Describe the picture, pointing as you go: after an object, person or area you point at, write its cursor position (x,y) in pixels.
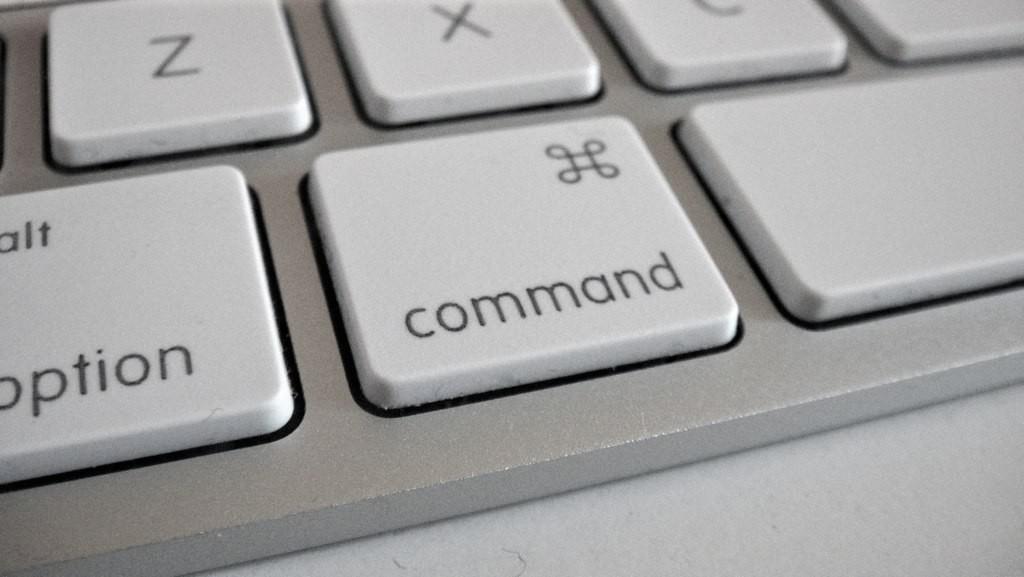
In this image we can see some keys (381,52) on a keyboard (424,270).
